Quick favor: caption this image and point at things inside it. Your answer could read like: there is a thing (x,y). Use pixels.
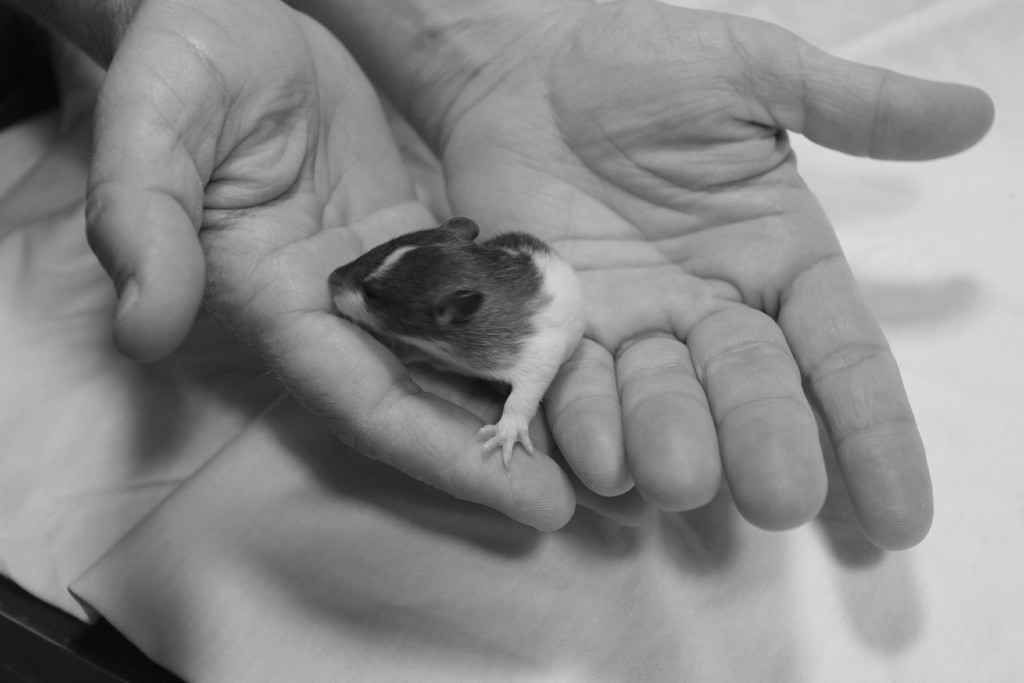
In this image there is a rat (466,316) in the hand (458,199) of the person (530,209).
